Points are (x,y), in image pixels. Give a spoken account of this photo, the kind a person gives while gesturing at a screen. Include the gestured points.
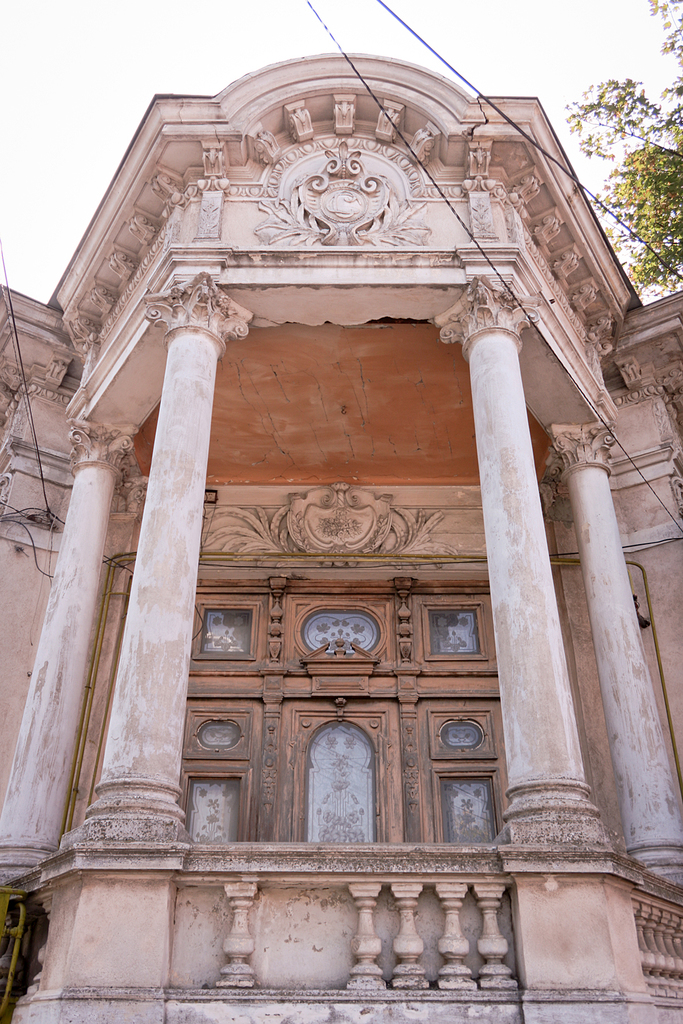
In the picture I can see the building (110,720). I can see the pillars (491,491) of the building (424,674) and I can see the wooden door (331,757) of the building (358,756). There is a tree (639,175) on the top right side of the picture (645,102).
